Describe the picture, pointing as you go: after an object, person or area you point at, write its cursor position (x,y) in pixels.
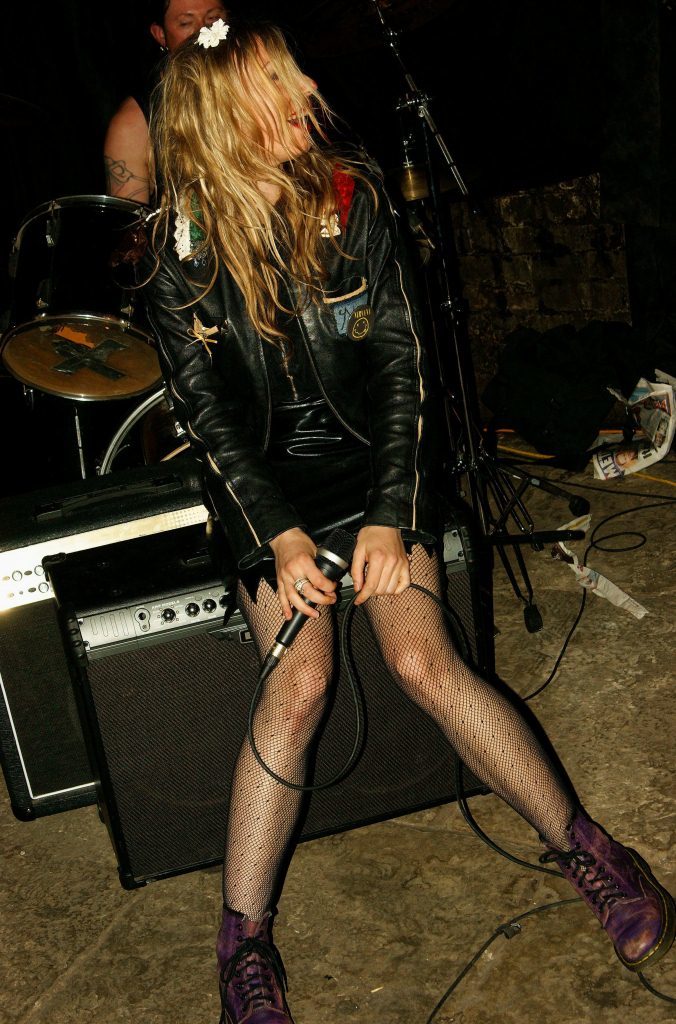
This picture describes about few people (284,428), in the middle of the image (248,433) we can see a woman (326,213), she is smiling and she is seated on the speaker (222,623), and she is holding a microphone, behind to her we can see few musical instruments (59,322).
